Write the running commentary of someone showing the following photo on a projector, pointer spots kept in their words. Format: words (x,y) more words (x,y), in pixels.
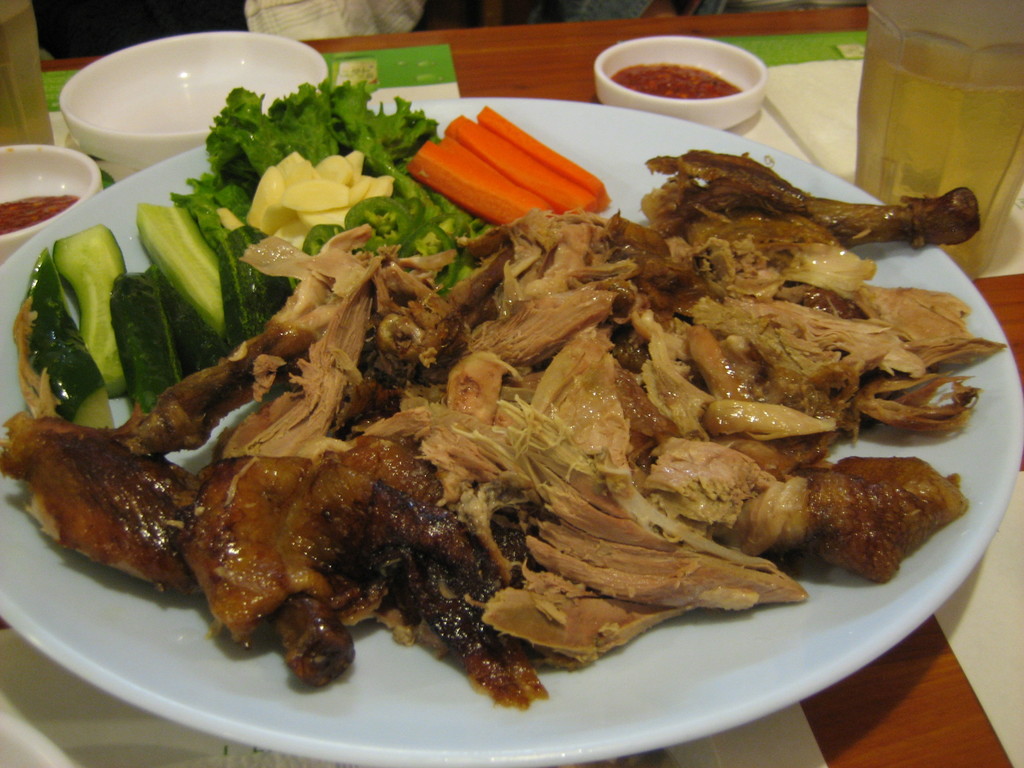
In this image I can see some food item (379,322) in the plate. I can see some objects (654,107) on the table (818,12).
